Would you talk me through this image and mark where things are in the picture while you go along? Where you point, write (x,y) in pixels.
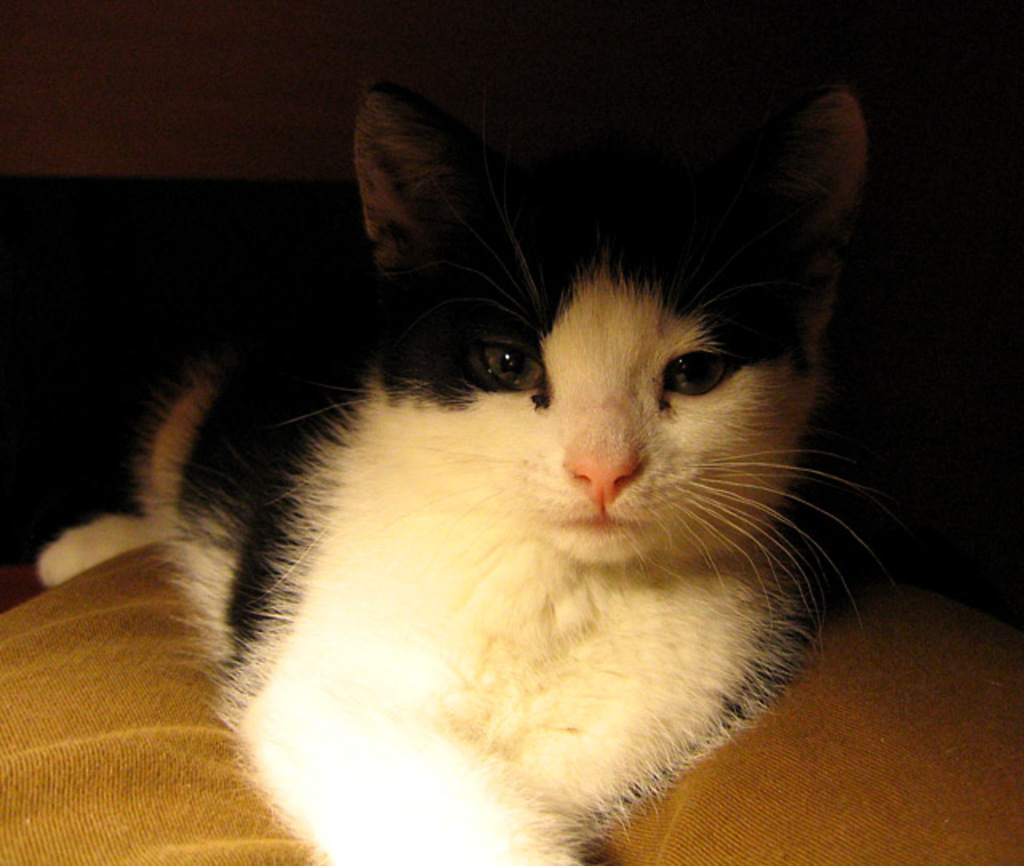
In this picture we can observe a cat (356,505). The cat (365,611) is in white and black color. The cat (464,533) is sitting on the brown color surface (135,751). In the background (309,158) it is completely dark.
